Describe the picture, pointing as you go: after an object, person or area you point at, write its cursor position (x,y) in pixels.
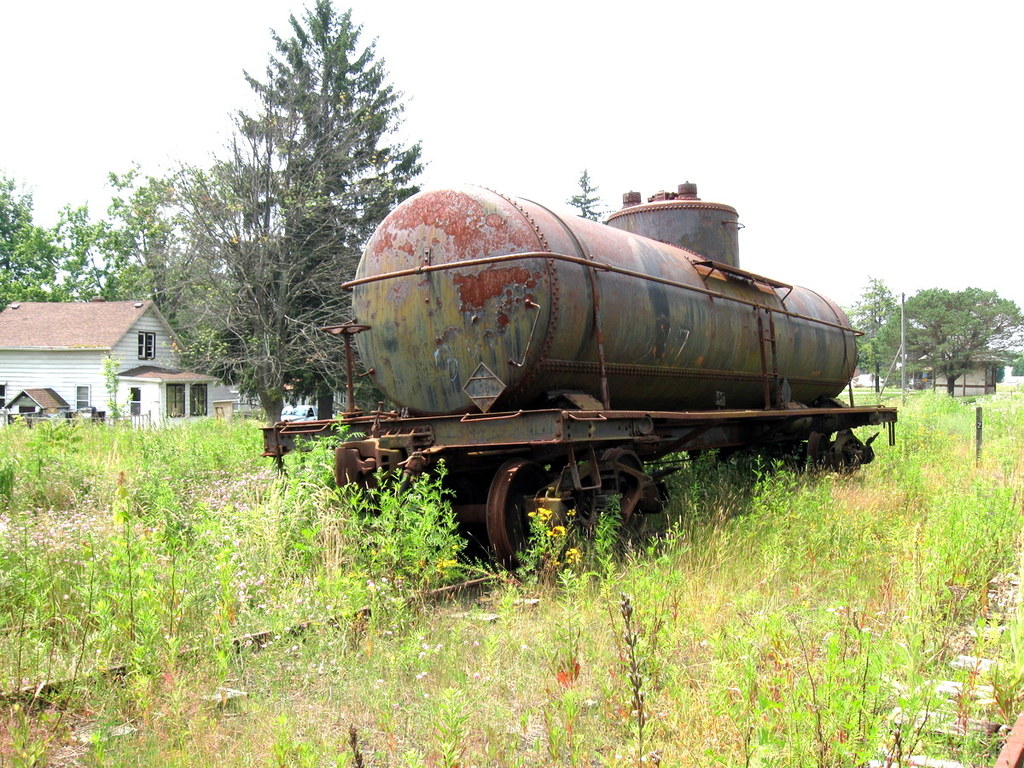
In the middle of this image (627,463), there is a tanker (800,350) of a train (522,464) on a railway track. At the bottom of this image (667,603), there are plants (787,750) and grass (981,494). In the background (25,224), there are trees (293,199), buildings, poles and there are clouds (768,1) in the sky (768,1).
